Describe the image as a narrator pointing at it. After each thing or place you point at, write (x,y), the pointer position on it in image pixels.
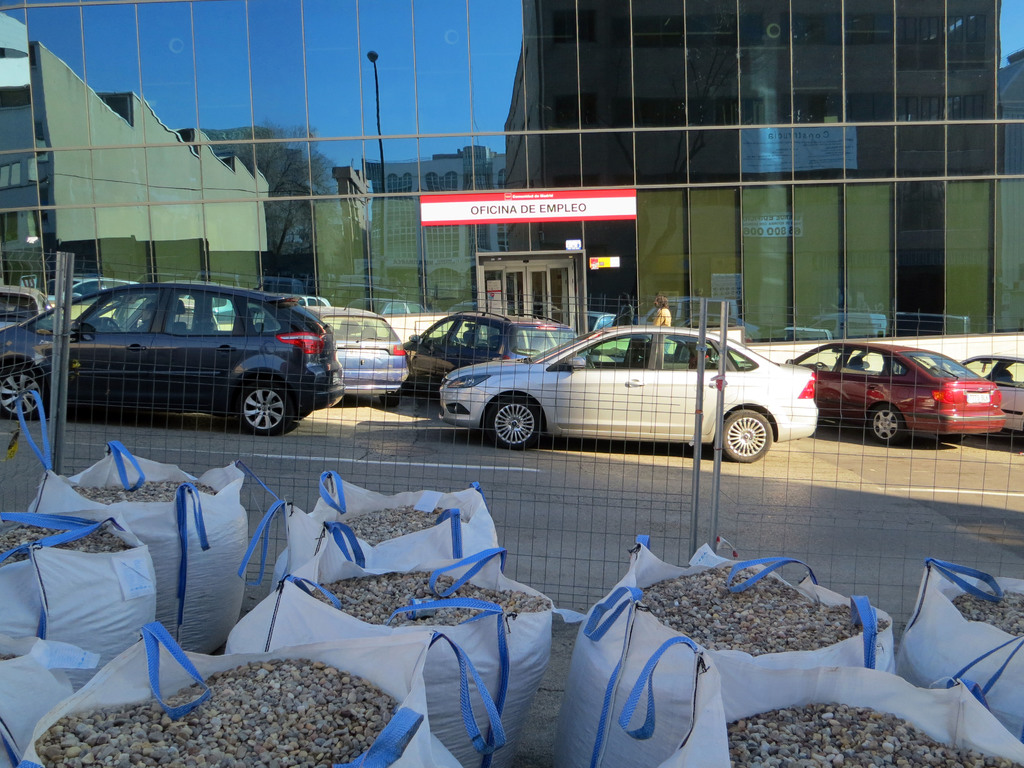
In this image I can see vehicles (815,377) visible on the road (544,474) and I can see buildings (314,86) and the sky (162,85) visible at the top (175,82) and at the bottom (71,614) I can see there are sacks (30,667) and fence (692,506) and in the sacks (762,573) I can see stones (317,740).
